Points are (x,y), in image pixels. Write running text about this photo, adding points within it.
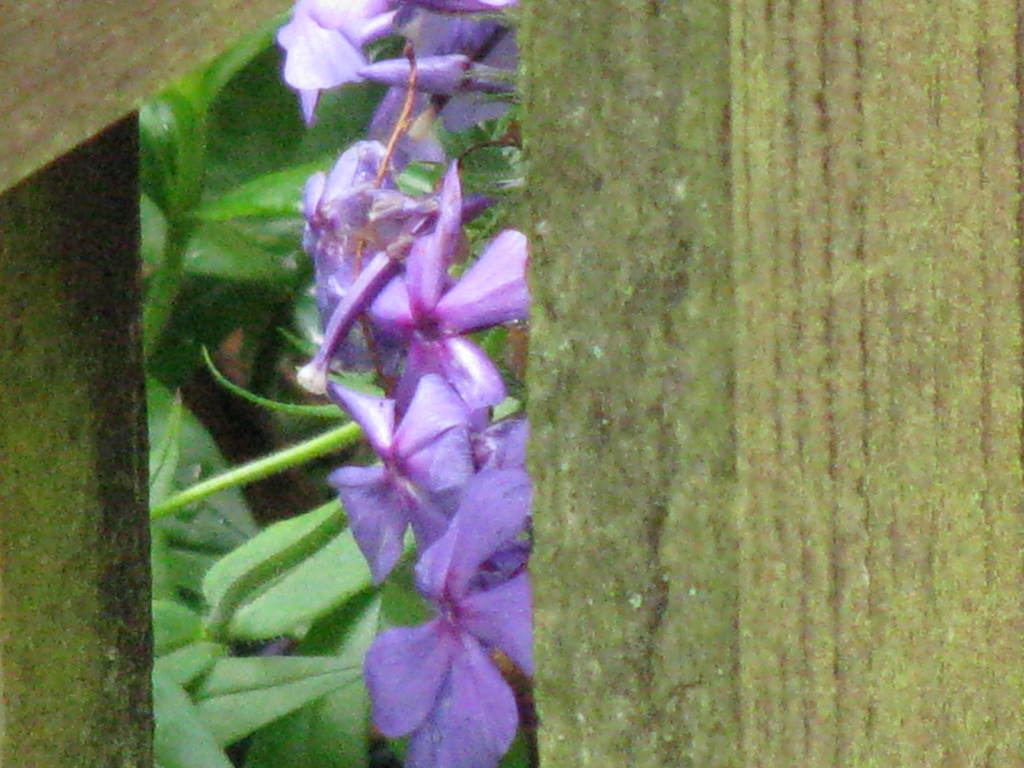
In this image, we can see flowers (442,755), leaves (266,527) and wooden objects (6,649).
